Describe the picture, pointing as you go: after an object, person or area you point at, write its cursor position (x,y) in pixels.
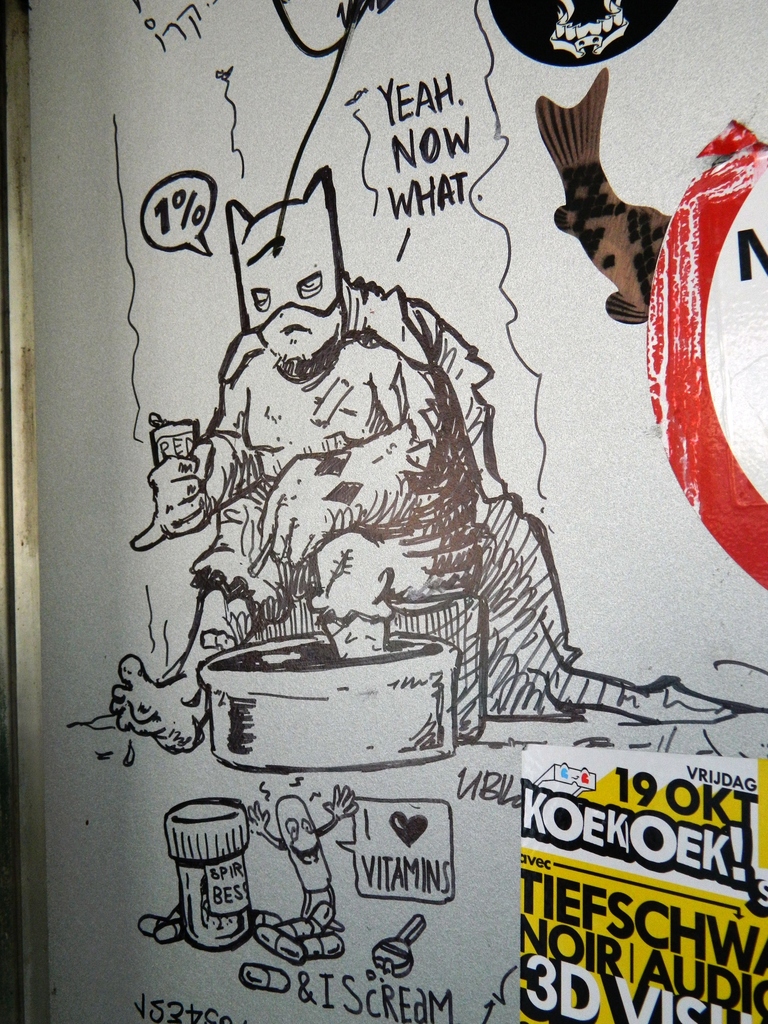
This image consists of a wall (283,541) on which there is a painting (347,773) along with a text (409,989). On the right (626,920), it looks like a poster (656,871).
